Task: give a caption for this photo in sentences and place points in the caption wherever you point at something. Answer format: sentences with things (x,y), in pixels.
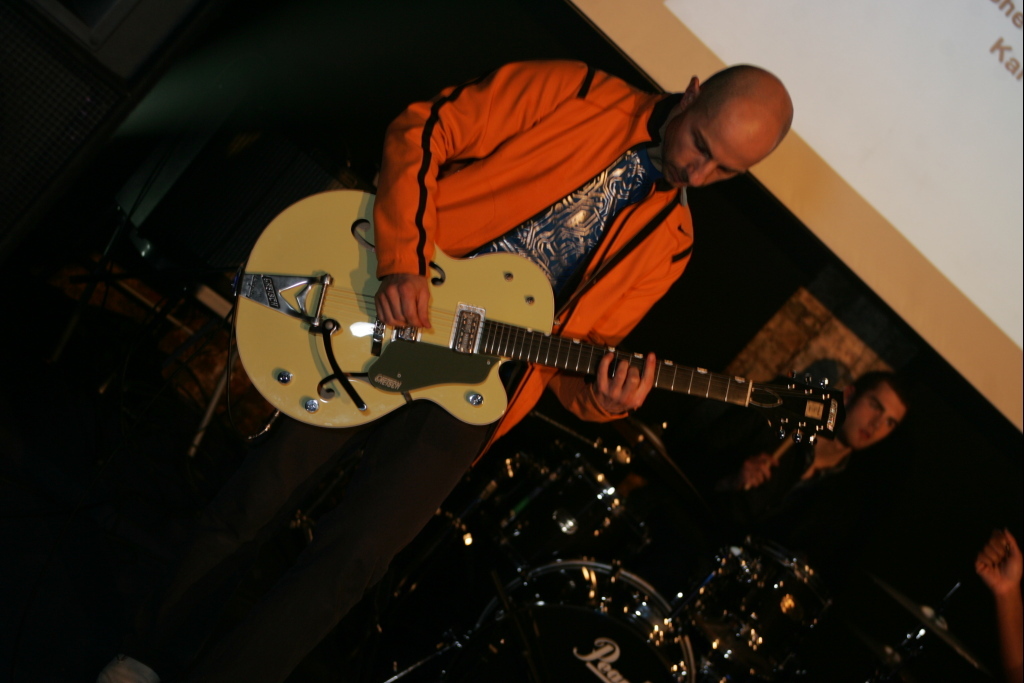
In this picture there is a man (365,540) who is standing on the stage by holding the guitar (407,374) in his hands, there is a drum set (523,620) at the right side of the image (735,549).
